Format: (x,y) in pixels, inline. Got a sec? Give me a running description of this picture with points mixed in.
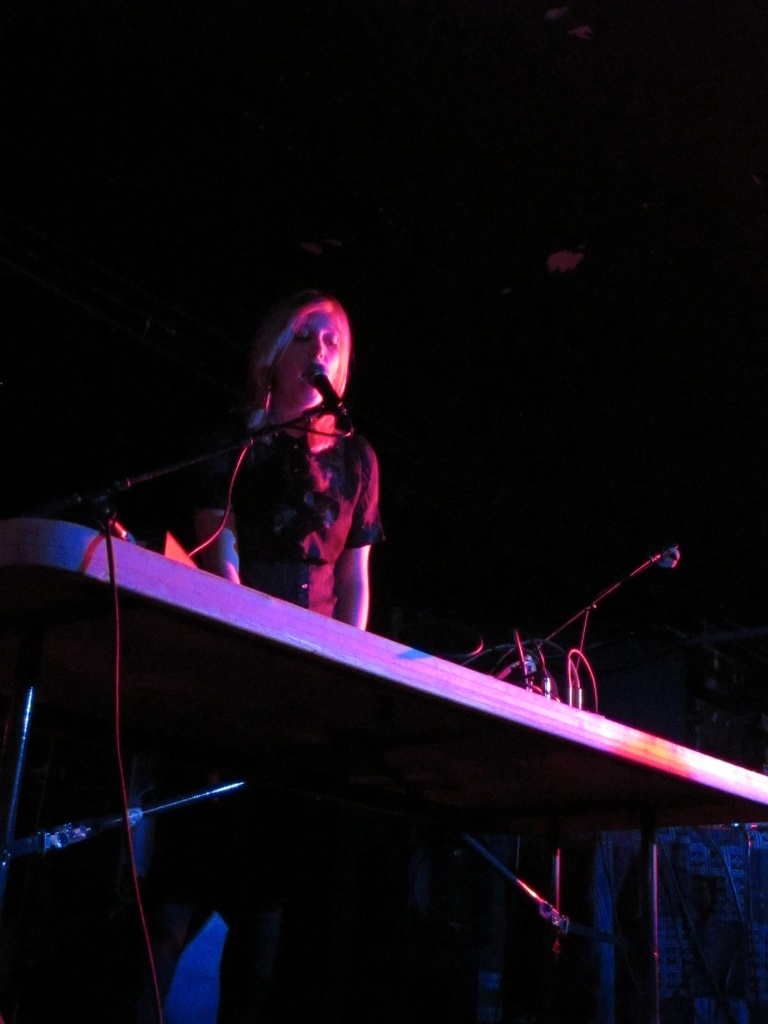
The image is dark but we can see a woman (294,371) is standing at the table (376,723). On the table (384,729) there are cables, mic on stand (283,426) and other objects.
